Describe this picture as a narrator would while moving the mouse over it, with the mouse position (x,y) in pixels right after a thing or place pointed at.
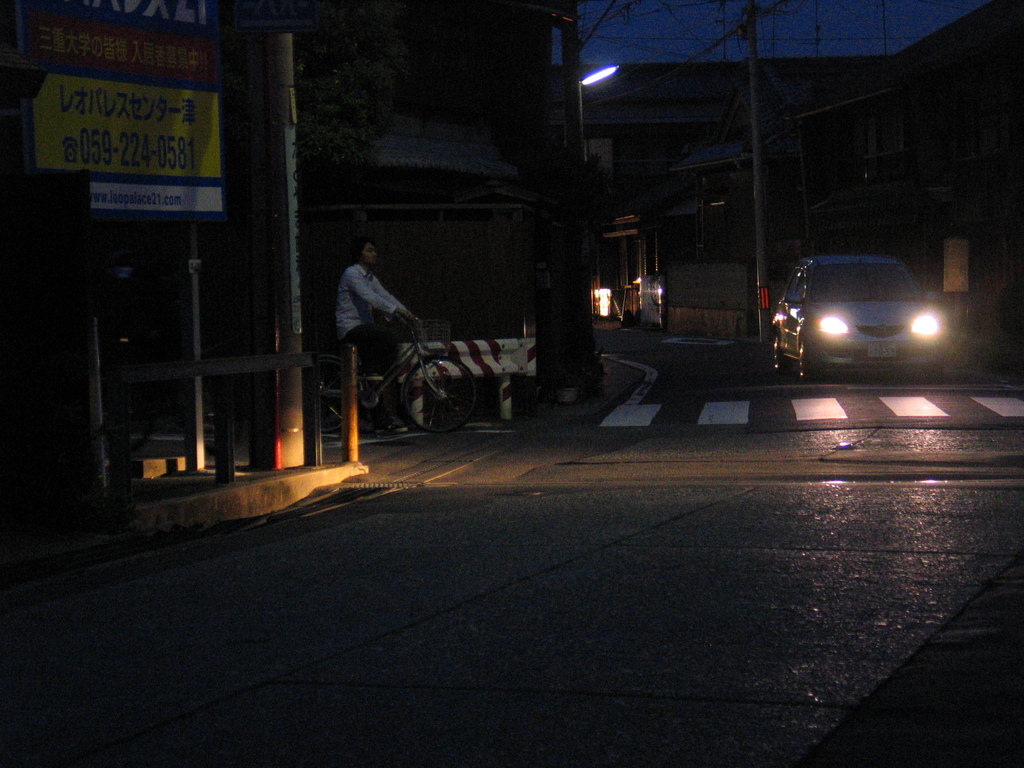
In this picture there is a car (775,317) on the right side of the image (857,326) and there is a man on a bicycle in the center of the image (364,287), there are posters (65,123) on the wall (17,245), on the left side of the image (81,125), there are buildings (614,184) and poles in the background area of the image (630,287).
